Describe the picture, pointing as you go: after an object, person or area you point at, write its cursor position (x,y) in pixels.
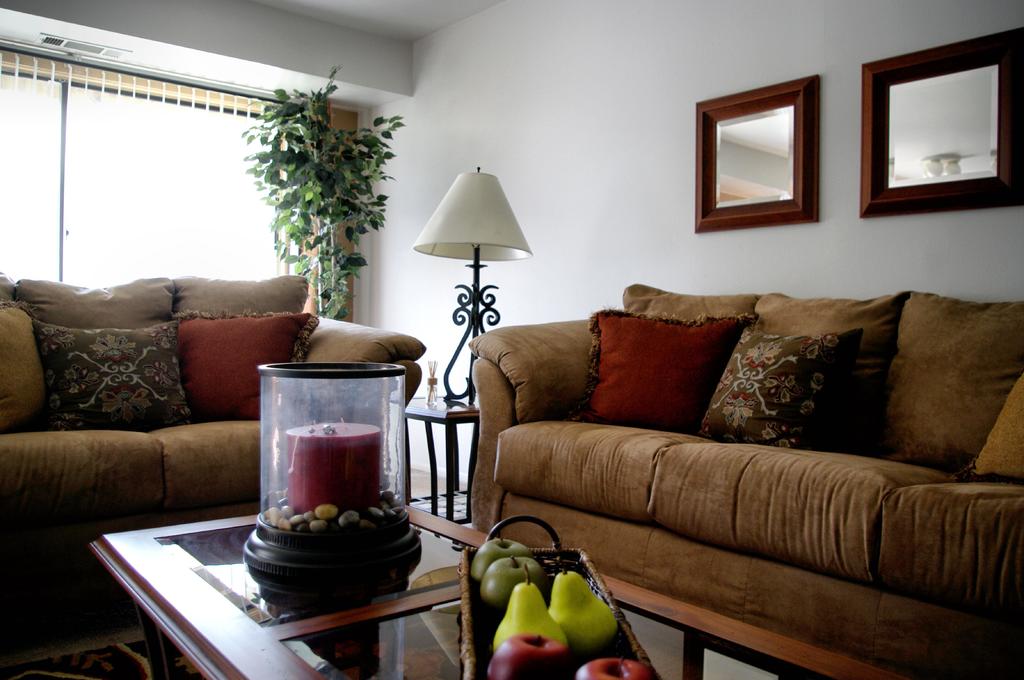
This image is clicked in a room (508,484). There are sofas (536,487), cushions (718,418). There is a table (189,637) and there is a box (477,670) and fruits (512,585). There are mirrors (719,151) on the right side (741,204) and lamp (459,323) placed on a table (464,403) in the middle (462,229). There is a plant (333,178). There are windows (225,189) on the left side (96,204).
